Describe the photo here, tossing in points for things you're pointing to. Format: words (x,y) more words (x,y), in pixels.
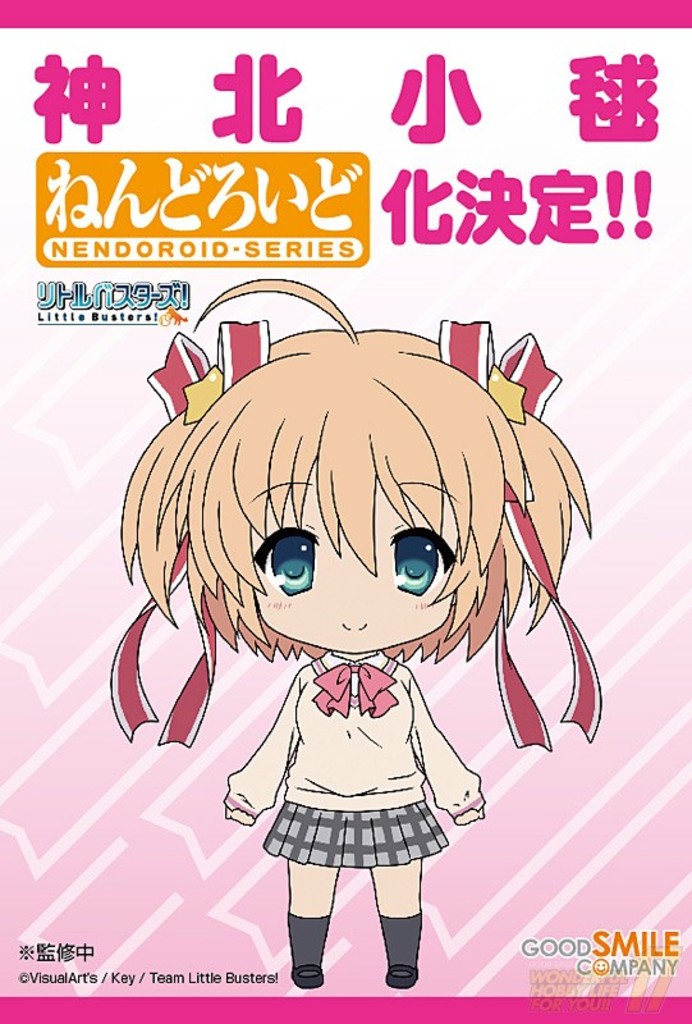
This is a picture of a poster (284,192). In this picture we can see a depiction of a girl (413,916). We can see some information (36,225).
